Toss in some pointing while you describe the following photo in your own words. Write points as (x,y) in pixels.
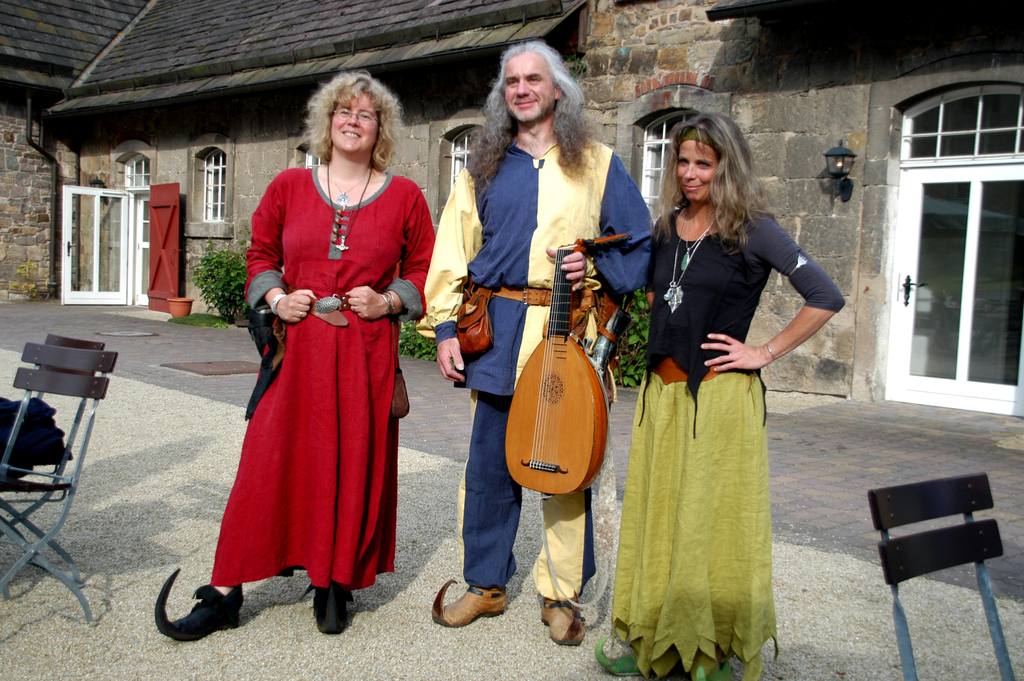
Here in this picture we can see three people (529,239) standing on the ground (455,578) over there and we can see all of them are smiling, wearing different costumes (478,225) on them and the person (476,207) in the middle (524,376) is holding a musical instrument (551,308) in his hand (571,256) and beside them on either side we can see chairs (54,478) present and behind them we can see a house (917,19) present as we can see doors (172,225) and windows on it over there and we can see lamp pots (838,183) and plants (247,316) present over there.
